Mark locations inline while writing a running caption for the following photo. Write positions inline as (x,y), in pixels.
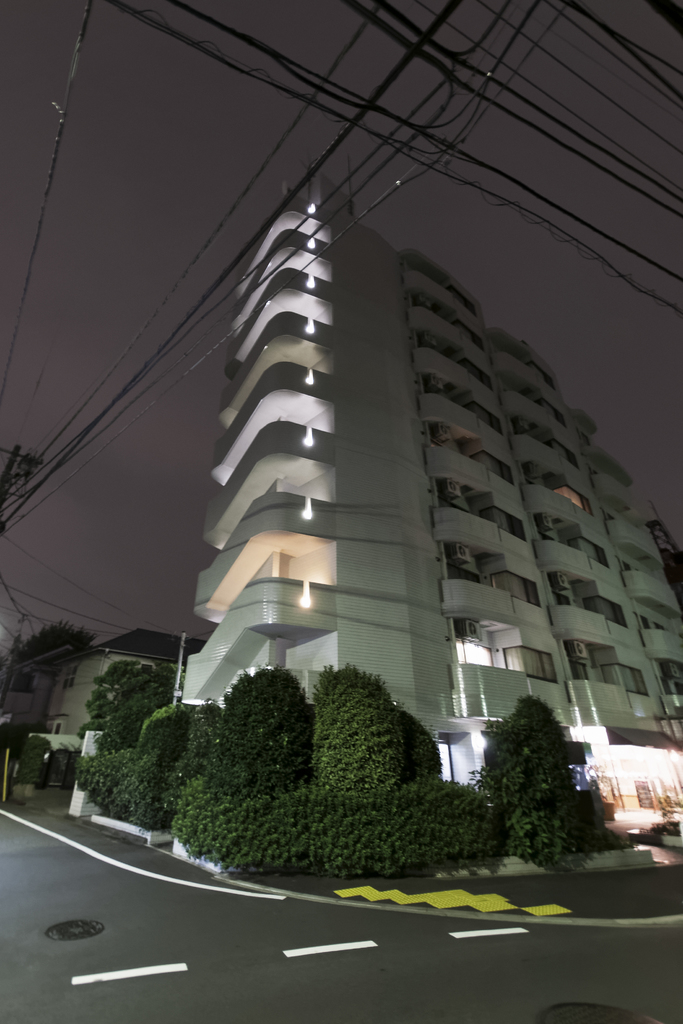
In the picture I can see buildings (369,534), plants (189,706), poles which has wires (63,447) attached to them and white lines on the road (238,921). In the background (150,282) I can see the sky (140,272).
